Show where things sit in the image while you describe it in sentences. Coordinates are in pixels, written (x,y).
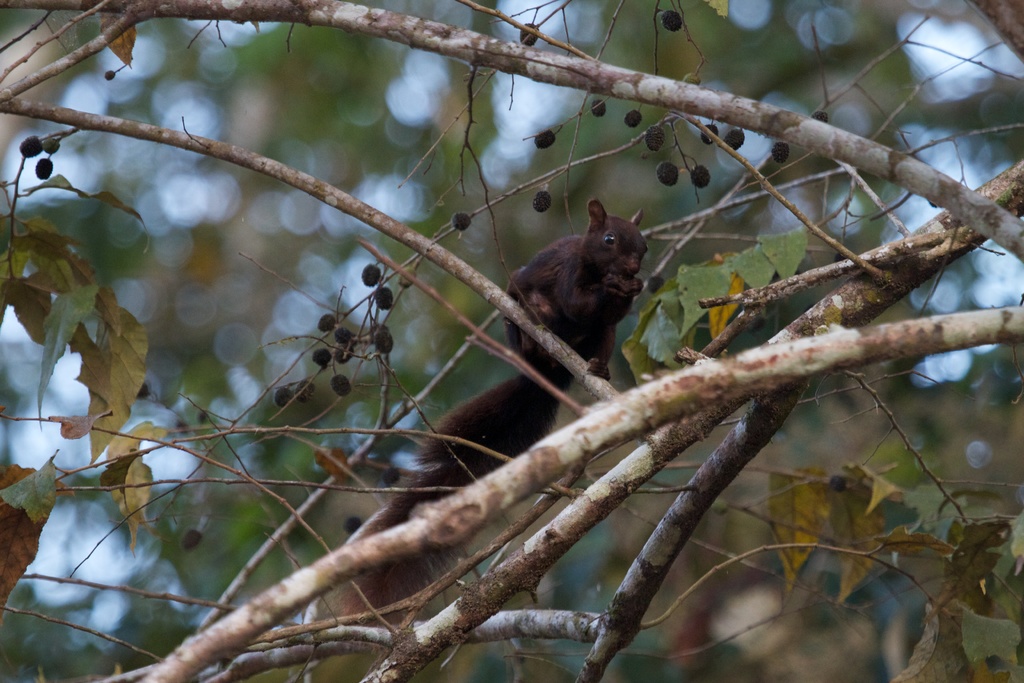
In this picture we can see a squirrel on the tree branch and in the background (623,527) we can see trees (906,133) it is blurry.
